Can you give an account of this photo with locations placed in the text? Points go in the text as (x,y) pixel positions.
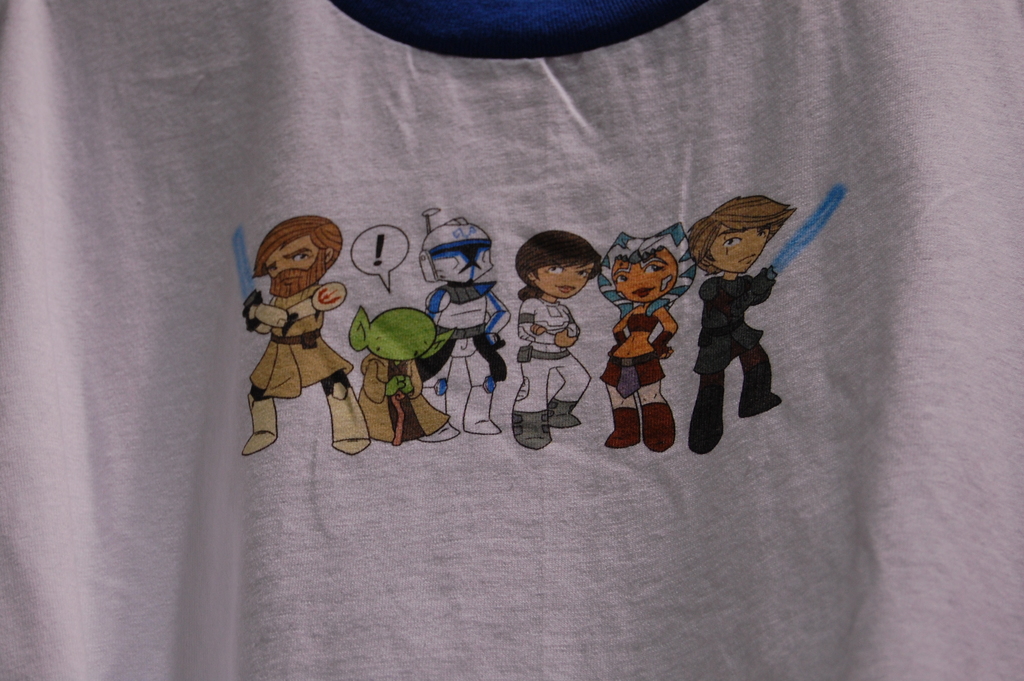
The picture consists of a white color cloth (244,492). In the center of a picture we can see the images of cartoons (521,310) on the white color cloth (683,329).
